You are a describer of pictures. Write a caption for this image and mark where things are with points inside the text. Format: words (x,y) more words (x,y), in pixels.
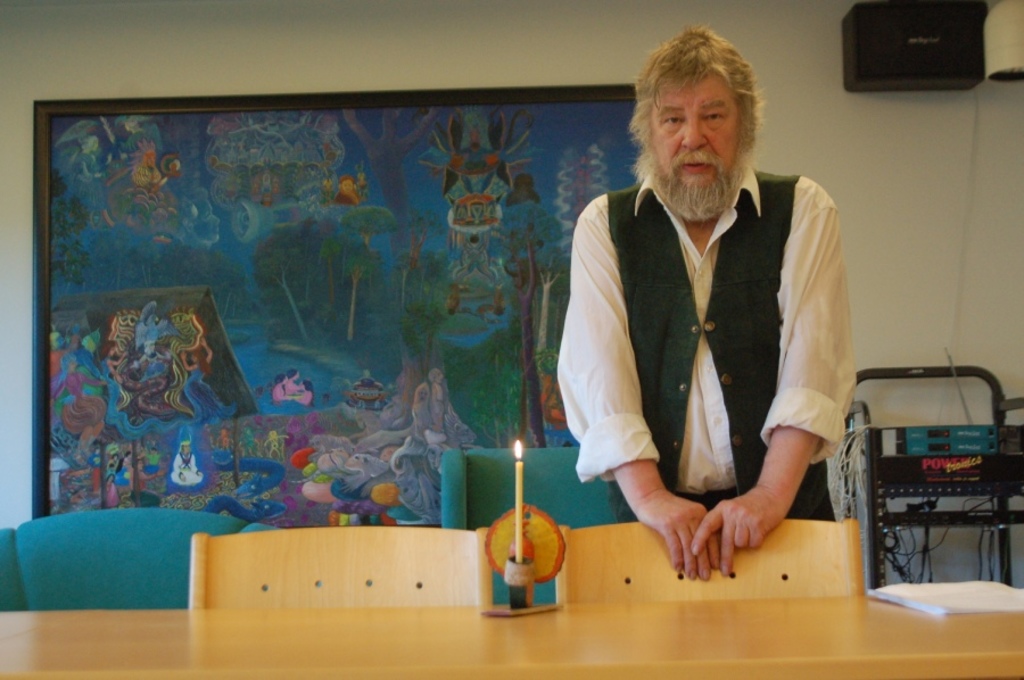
In this picture we can see a man (738,311) is standing in front of a table (764,612) we can see two chairs (587,547), in the background (311,44) we can see a wall (321,55) and a portrait (387,158) there is a candle (520,508) on the table (642,608), on the right top corner of the image (876,58) we can see a sound box (932,77) and on the right bottom of the image (975,484) we can see a rack (960,479).
